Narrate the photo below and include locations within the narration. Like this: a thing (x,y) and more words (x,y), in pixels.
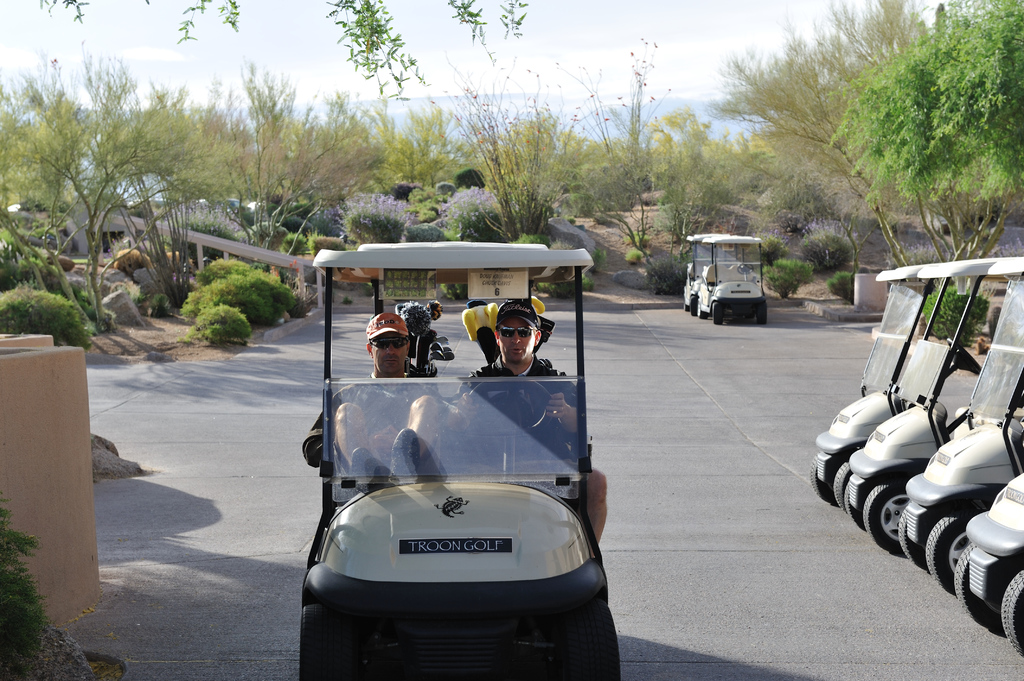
In this picture there are two members (517,370) in this vehicle (458,499) which is in white and black color. In the right side (890,499) there are some vehicles (940,446) parked here. There is a road (663,441) here. In the background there are trees (541,181) and a sky (325,62).
